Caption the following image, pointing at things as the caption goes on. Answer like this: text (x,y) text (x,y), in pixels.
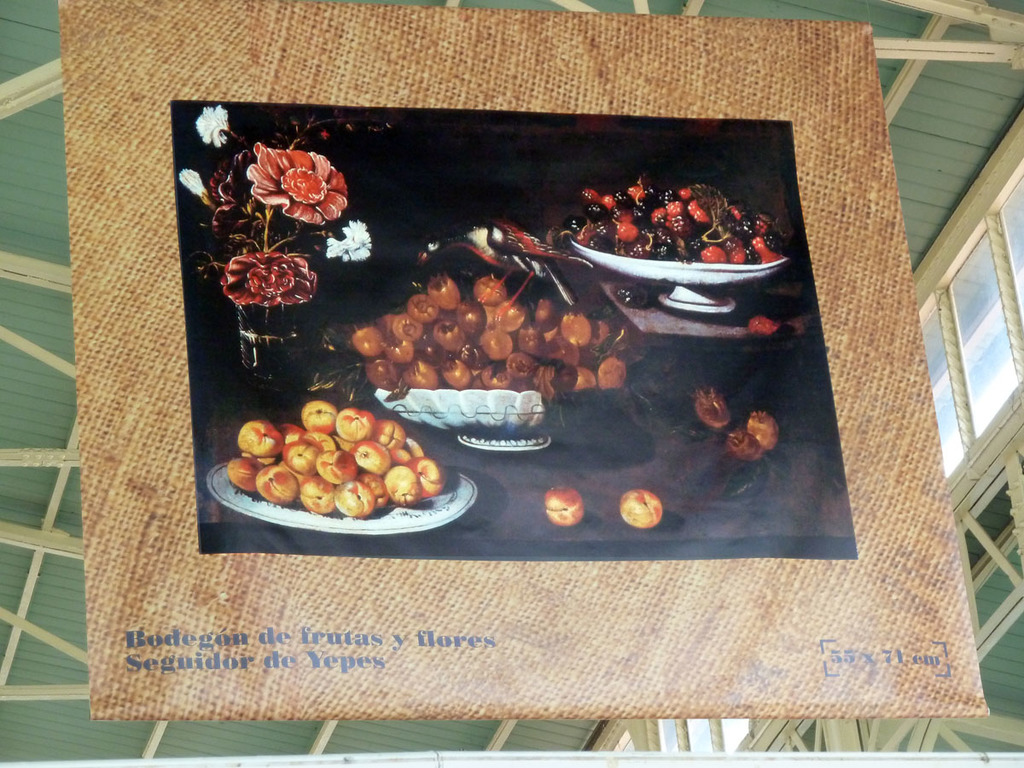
In this image, we can see a banner (367,572). In this banner (590,451), there are two bowls (478,397) and plate (343,525) with few eatable things (502,297). Here we can see a flower vase (268,312) with flowers (284,285). At the bottom (301,645), we can see some text (191,661). Background (925,188) there is a ceiling (929,161) with rods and glass (989,405).
